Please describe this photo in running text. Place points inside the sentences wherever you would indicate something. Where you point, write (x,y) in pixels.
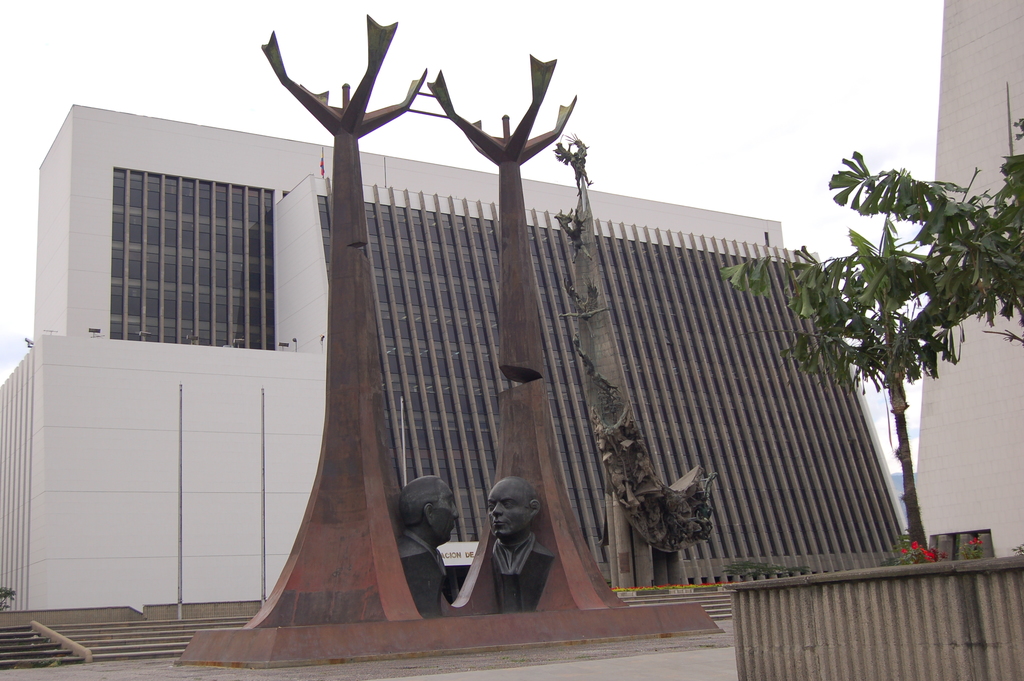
In this picture I can observe a building (195,407). I can observe three sculptures (538,374) in the middle of the picture (530,315). On the right side (804,317) there are plants (876,364). In the background (617,33) there is sky (221,53).
